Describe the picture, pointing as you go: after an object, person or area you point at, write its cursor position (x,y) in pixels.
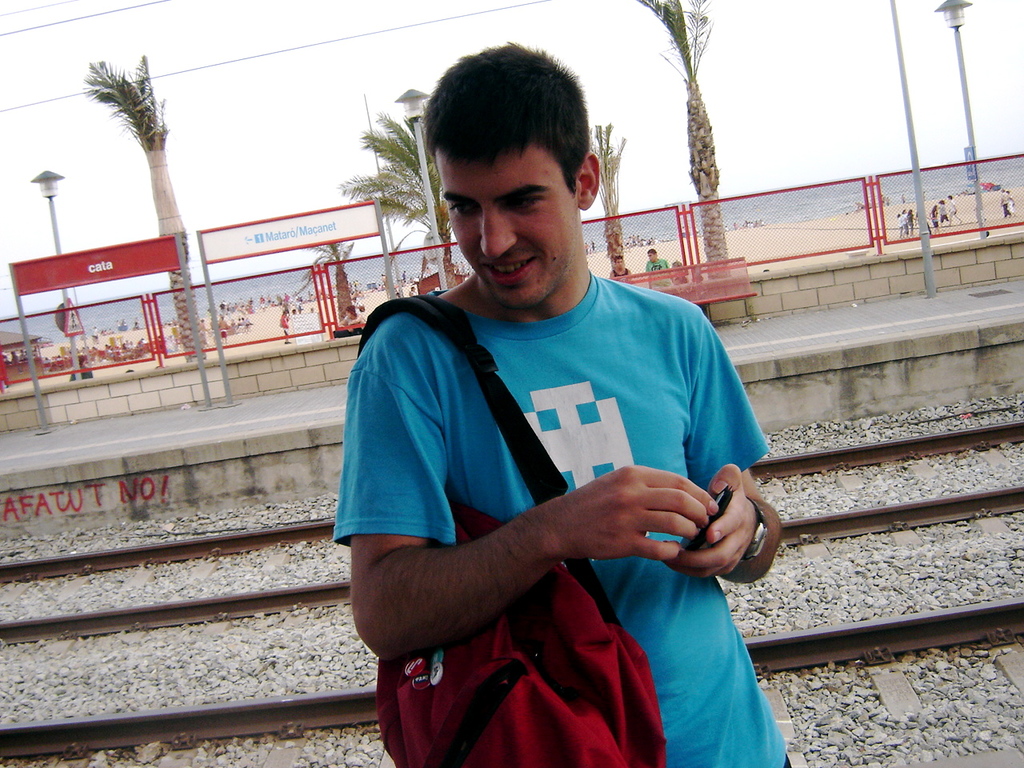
In this image we can see a man (692,583) wearing a bag (550,634) holding an object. We can also see the track (193,715) with some stones (189,690) and a bench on the platform (268,495). On the backside (89,326) we can see a fence (103,347), boards (306,243), street lamps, a sign board (71,315), trees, a pole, wires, a group of people (622,271) on the seashore (364,309), a large water body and the sky (619,122) which looks cloudy.
